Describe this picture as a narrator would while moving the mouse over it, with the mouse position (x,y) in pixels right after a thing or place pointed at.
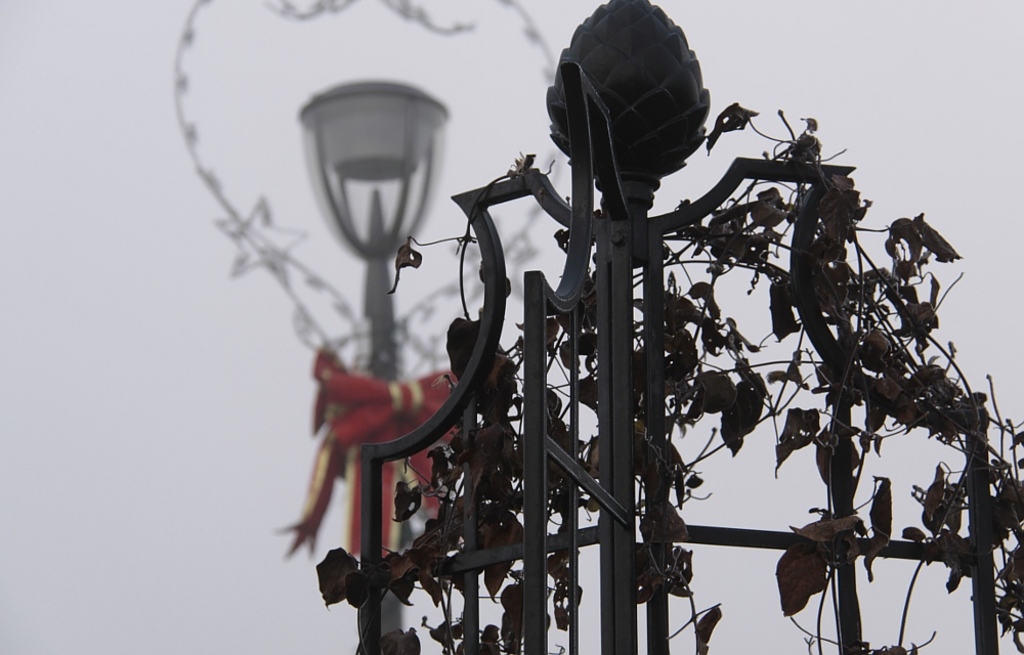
In this image we can see some dry leaves (667,367) which looks like creepers (391,560) on the metal rods (848,585). We can see a street light (393,224) with some decorative items (391,408) in the background (389,143).
